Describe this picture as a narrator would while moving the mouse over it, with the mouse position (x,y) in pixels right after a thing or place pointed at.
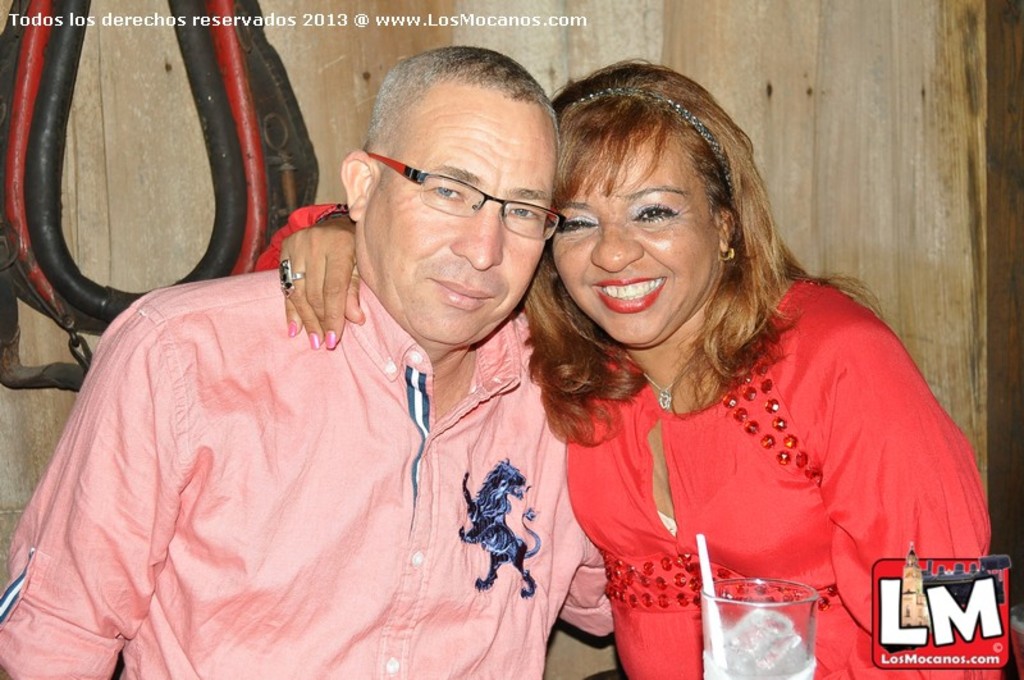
In the image there are two people (545,292) in the foreground (486,511), they are posing for the photo and there is a logo (884,584) at the bottom right corner of the image (900,585) and there is some text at the top of the image (112,15).
